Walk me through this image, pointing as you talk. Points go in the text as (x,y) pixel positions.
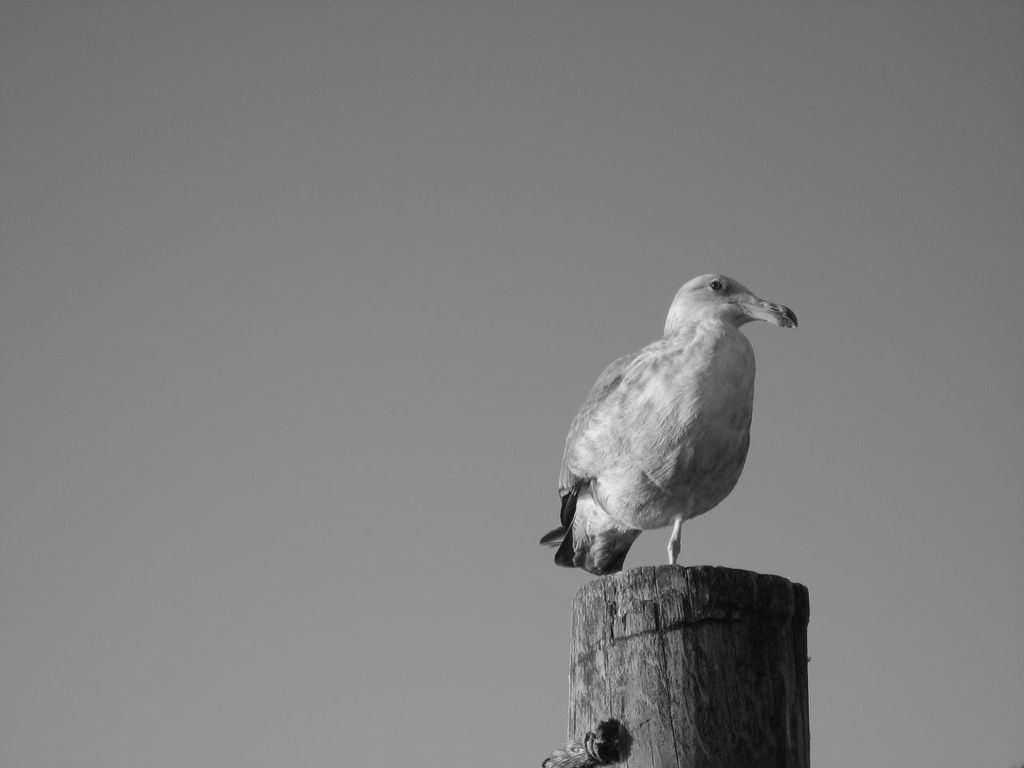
This image consists of a bird (654,449) on a wooden block (703,652). In the background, it looks like sky (167,570).
